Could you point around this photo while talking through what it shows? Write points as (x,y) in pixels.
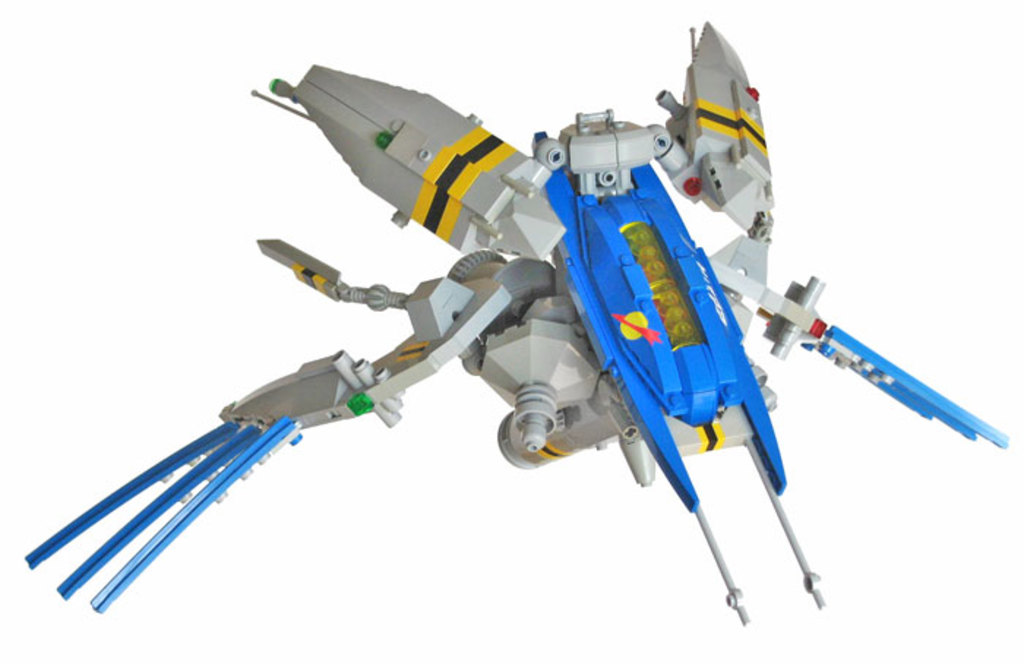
In this image I can see the toy (380,362) which is in white, blue, yellow and black color. And I can see the white background (637,65).
